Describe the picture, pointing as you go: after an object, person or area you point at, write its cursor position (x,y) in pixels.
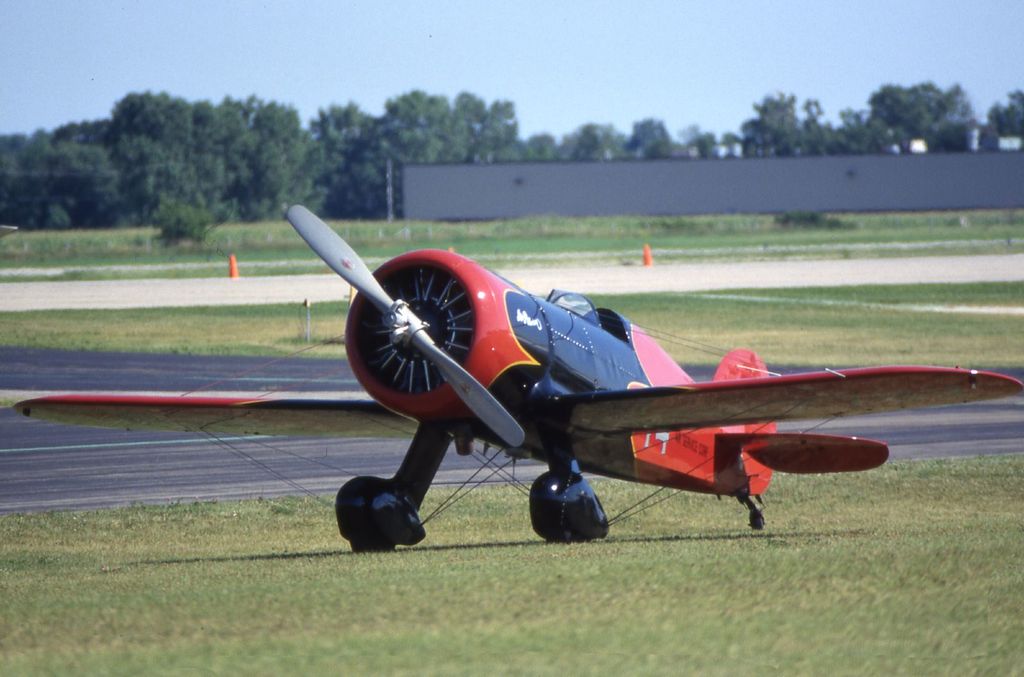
In this image I can see an airplane (471,382) on the ground (481,451). In the background (326,314) I can see the grass (447,223), trees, a wall (760,188) and the sky (476,82).
